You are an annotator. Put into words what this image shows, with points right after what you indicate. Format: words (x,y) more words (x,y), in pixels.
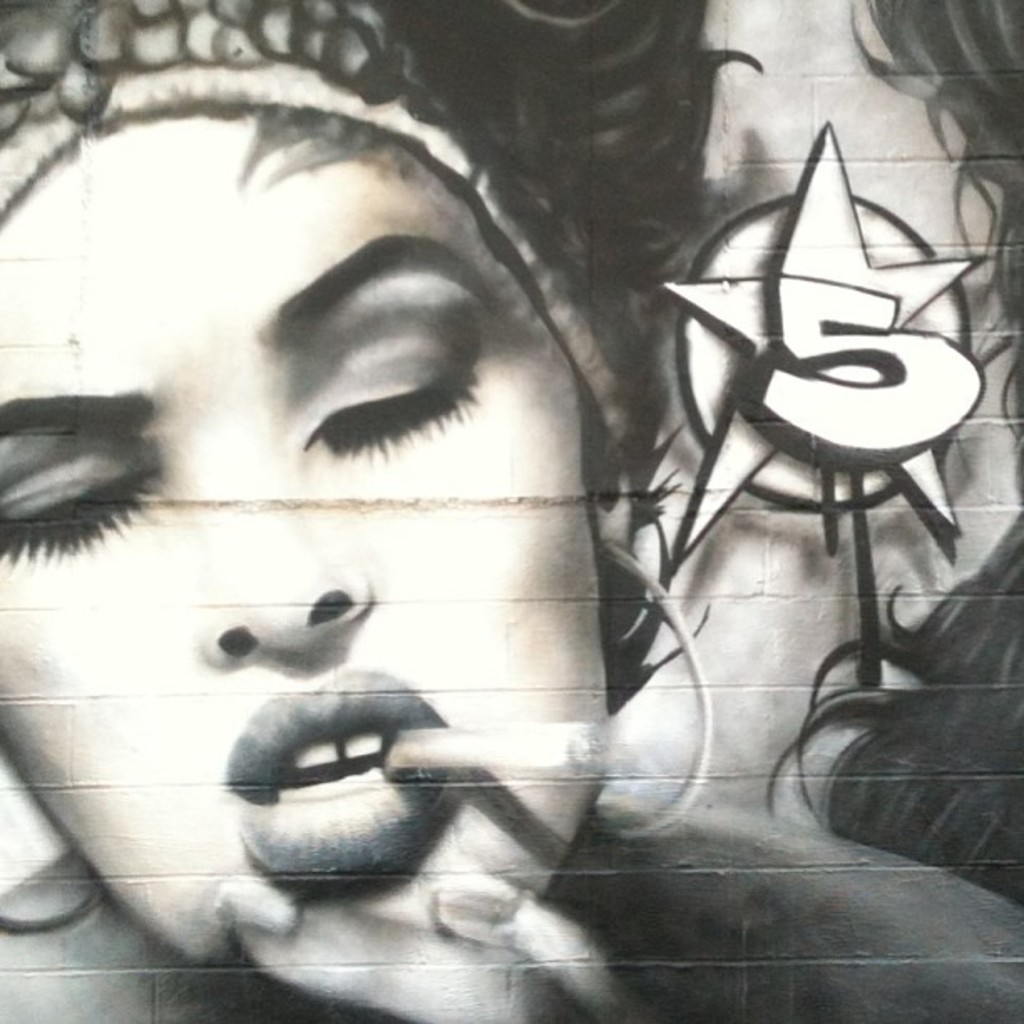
In the image it looks like a wall (503,486) and on the wall (370,48) there is a painting (692,217) of a woman (533,272).
